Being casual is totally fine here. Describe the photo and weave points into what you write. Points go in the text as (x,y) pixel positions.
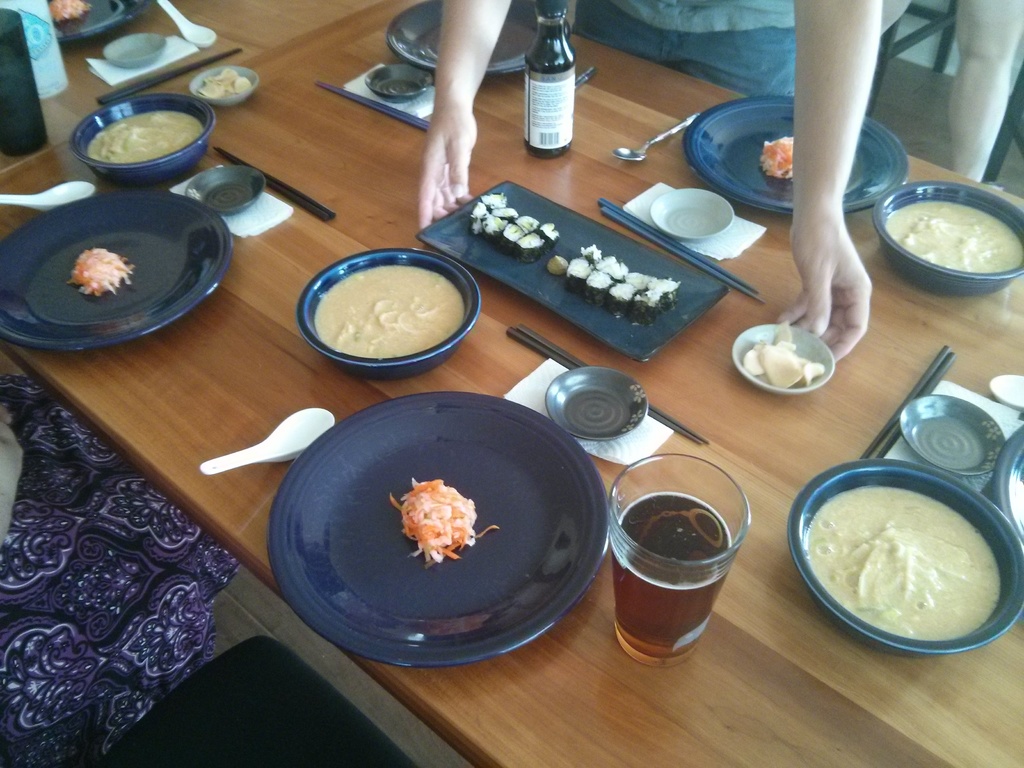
In this picture we can see some bowls (370,364) and some food (881,502) in the bowls (886,477), some plates (328,456), glasses (708,469) and a bottle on the table (367,222).
